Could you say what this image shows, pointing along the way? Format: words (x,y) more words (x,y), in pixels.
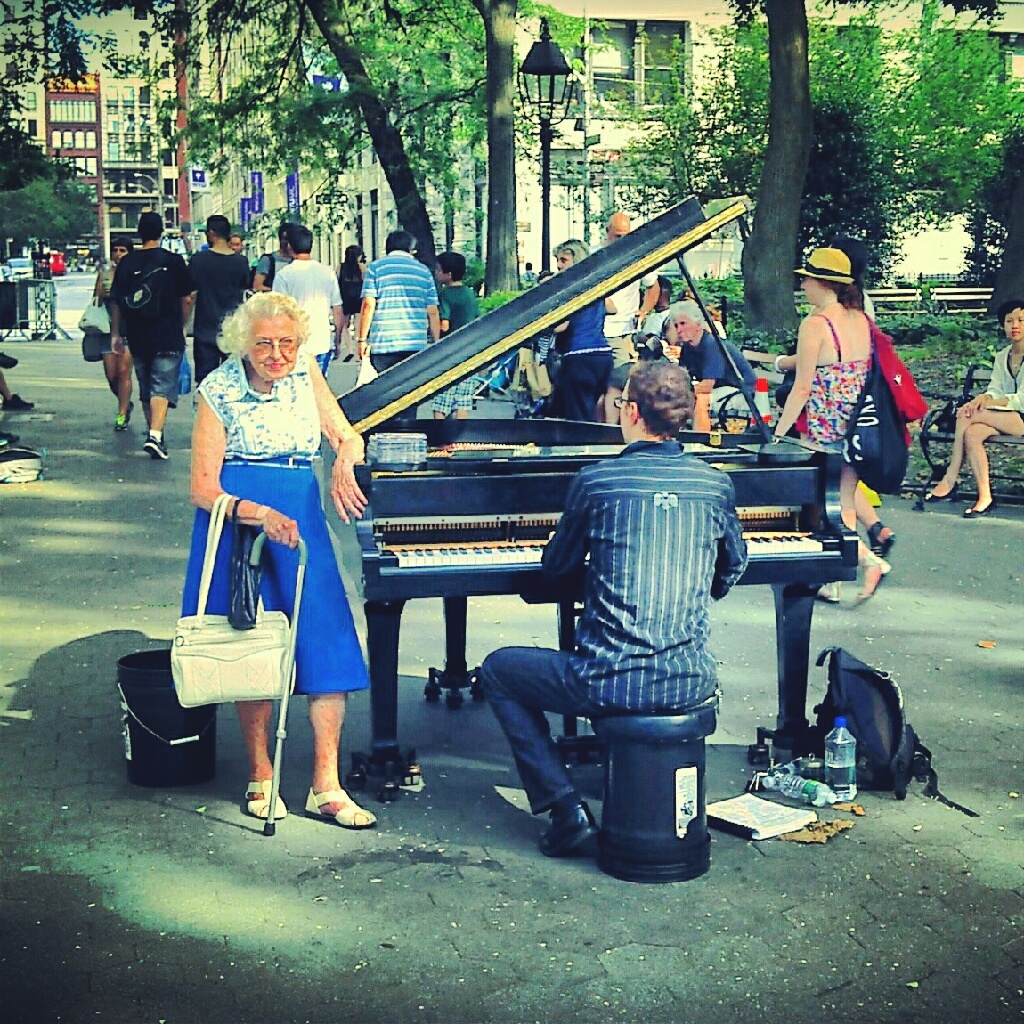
In this picture there is a woman (280,520) standing beside the piano (456,496) there is a guy (644,655) sitting on the stool (626,817) and playing piano (550,526) here. There is a bag (863,696) here on the road (779,850). In the background (867,383) there are some people (804,330) walking and sitting here. We can observe some trees (826,100) and buildings (614,59) too.
